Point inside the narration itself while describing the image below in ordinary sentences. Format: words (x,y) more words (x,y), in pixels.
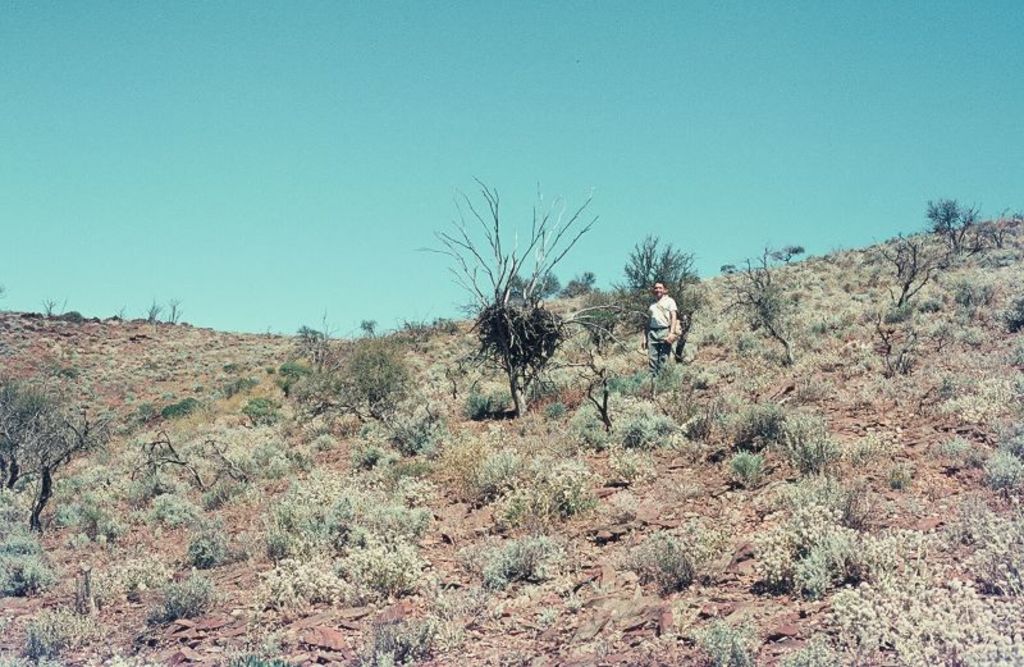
Here we can see a person (672,339). There are plants (89,350) and trees (751,289). In the background (726,202) there is sky (645,135).
